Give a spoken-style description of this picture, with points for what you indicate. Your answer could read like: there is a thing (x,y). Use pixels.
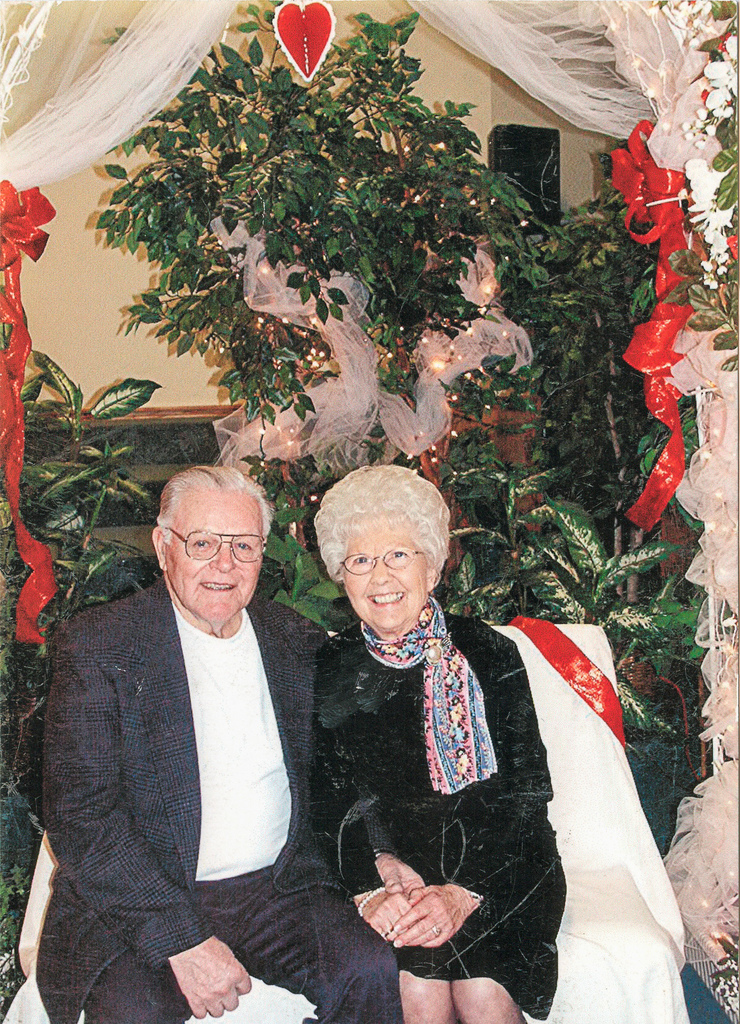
In the center of the image (405,590) there are two people (384,826) sitting on chairs (258,1014). In the background of the image (390,381) there are plants (279,345). There is a wall (113,310). At the top of the image (133,55) there is a white color curtain (610,126).
